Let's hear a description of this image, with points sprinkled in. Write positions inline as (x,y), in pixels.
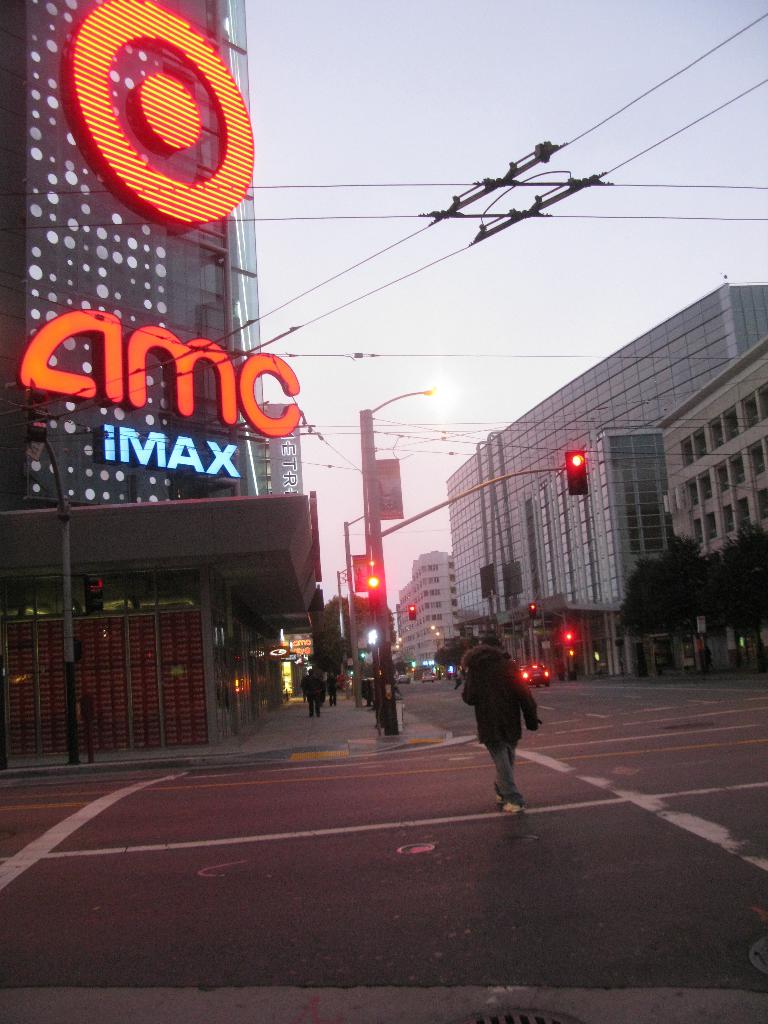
In this image we can see the buildings (516,470), trees (666,588), light poles (380,570) and also the wires (765,14). We can also see the traffic signal lights (374,577). We can see the people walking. In the background (323,5) we can see the sky (394,160) and at the bottom (412,688) we can see the road (415,931).
